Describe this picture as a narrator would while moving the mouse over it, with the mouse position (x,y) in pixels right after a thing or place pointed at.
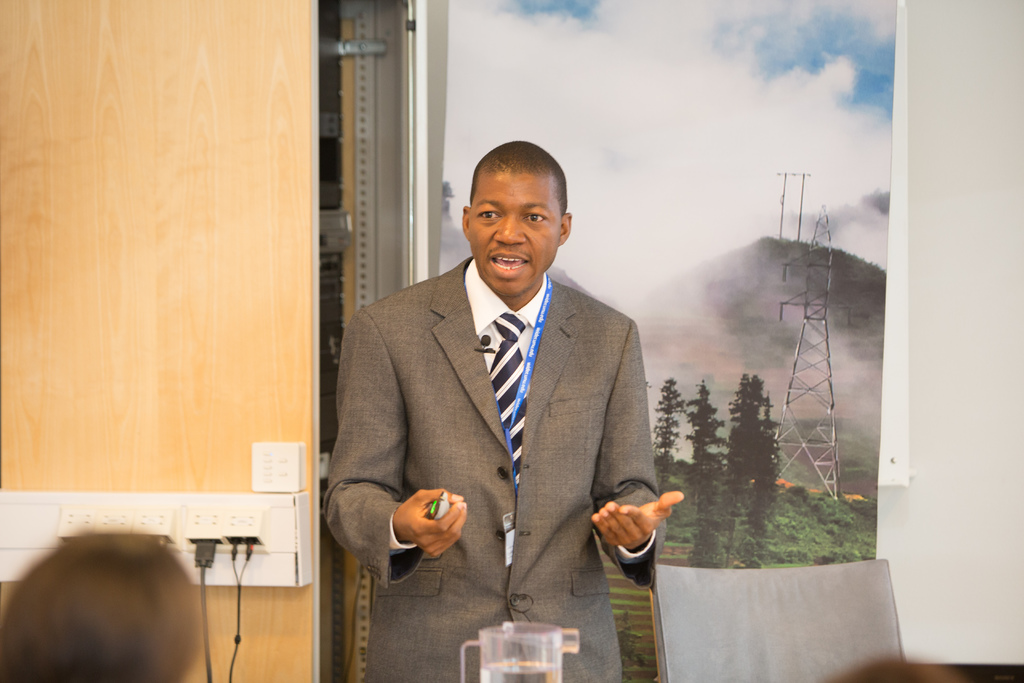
In the center of the image (485,331) a man (491,269) is standing and holding an object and explaining something. At the bottom of the image (485,656) we can see a person head (90,577), mug (514,641) and chair (739,590). In the background of the image (739,369) we can see the wall (244,197), boards (585,222), switch board (252,536), wires (203,584).
